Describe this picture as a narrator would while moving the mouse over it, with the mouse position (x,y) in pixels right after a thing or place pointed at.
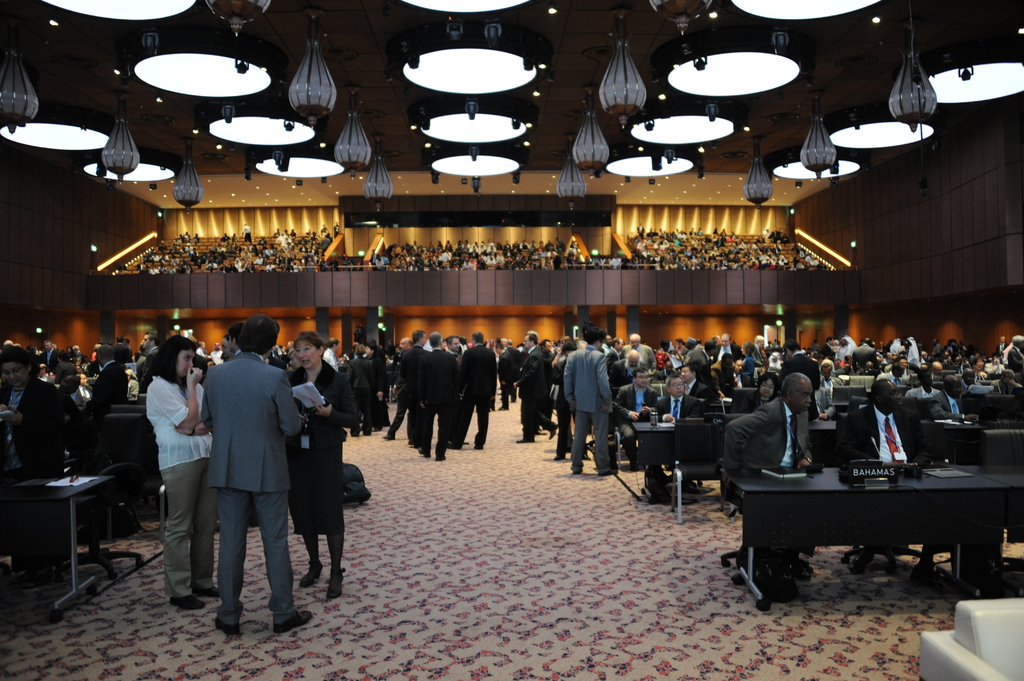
In this image there are group of people (937,365) sitting in chair (702,452), another group of people (370,375) standing, there are table (1004,488), chair (685,469), lights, and carpet (378,477).
